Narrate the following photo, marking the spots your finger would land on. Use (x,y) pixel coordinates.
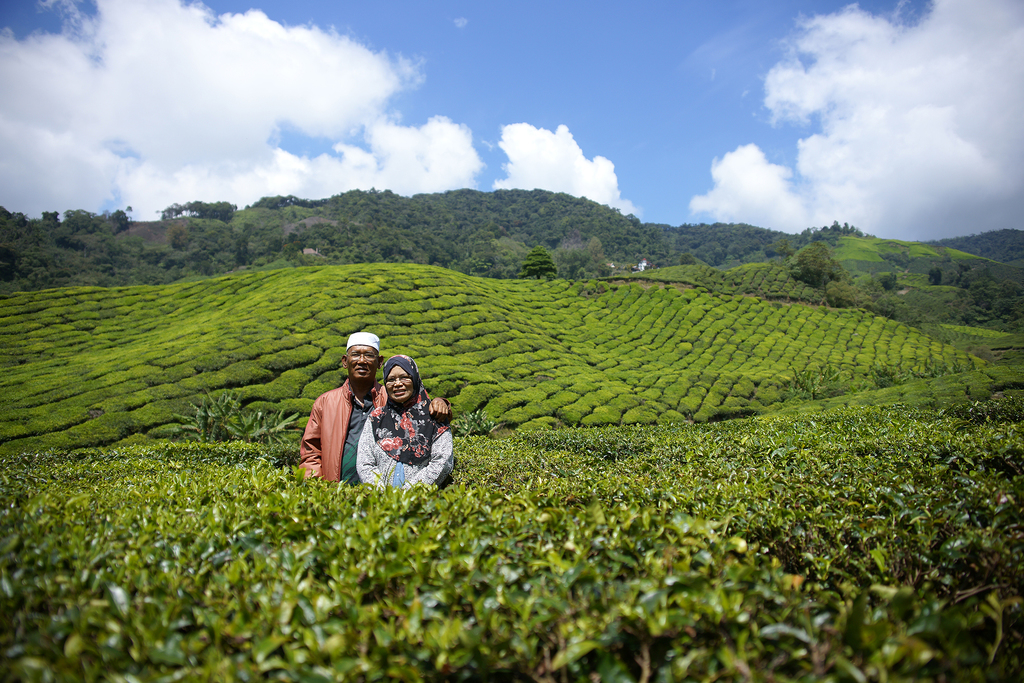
In this picture there is a couple (341,456) standing in between few plants (503,469) and there is a greenery ground (356,327) behind them and there are trees (462,268) in the background (466,247) and the sky (408,129) is a bit cloudy.
